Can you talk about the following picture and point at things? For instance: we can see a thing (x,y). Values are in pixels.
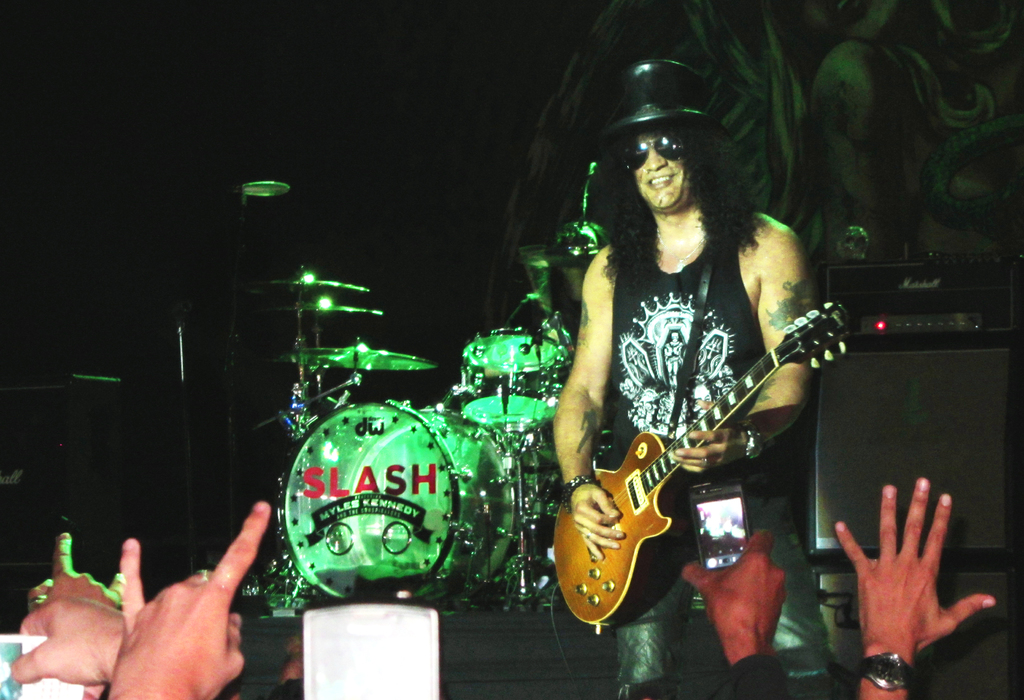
In this image there is a man (784,637) standing and playing guitar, and the background (526,588) there are drums (420,539) and persons (234,671).
